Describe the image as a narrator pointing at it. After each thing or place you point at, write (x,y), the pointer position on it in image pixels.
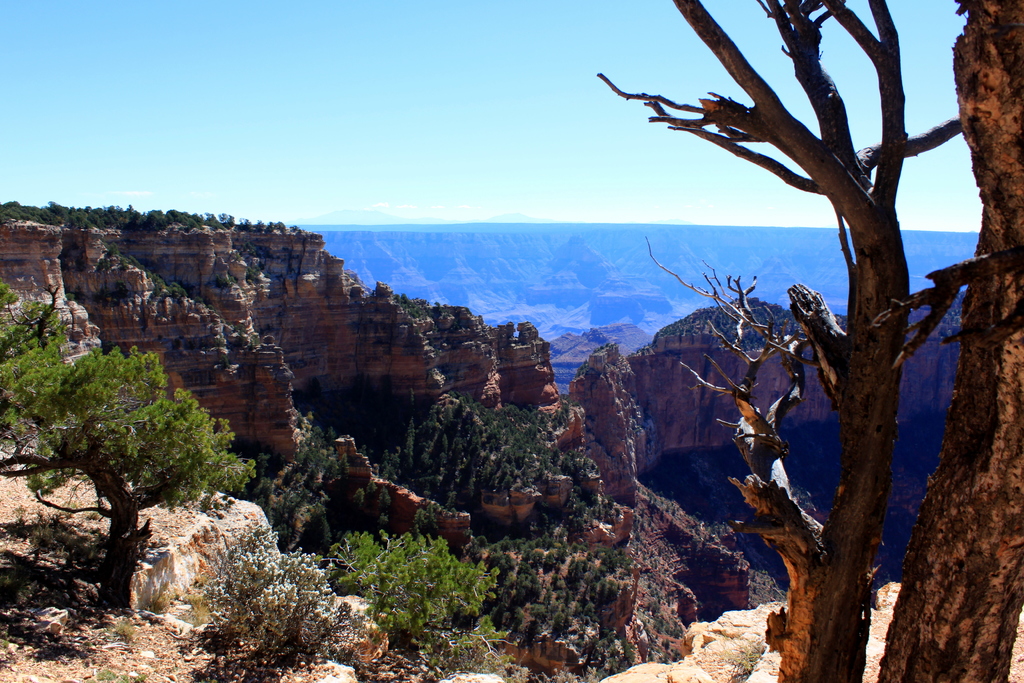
On the right (988,458) we can see a rock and a tree (894,223). In the middle of the picture (494,395) there are mountains (318,367), trees (432,580) and shrubs (557,528). At the top (432,115) there is sky (459,179).
